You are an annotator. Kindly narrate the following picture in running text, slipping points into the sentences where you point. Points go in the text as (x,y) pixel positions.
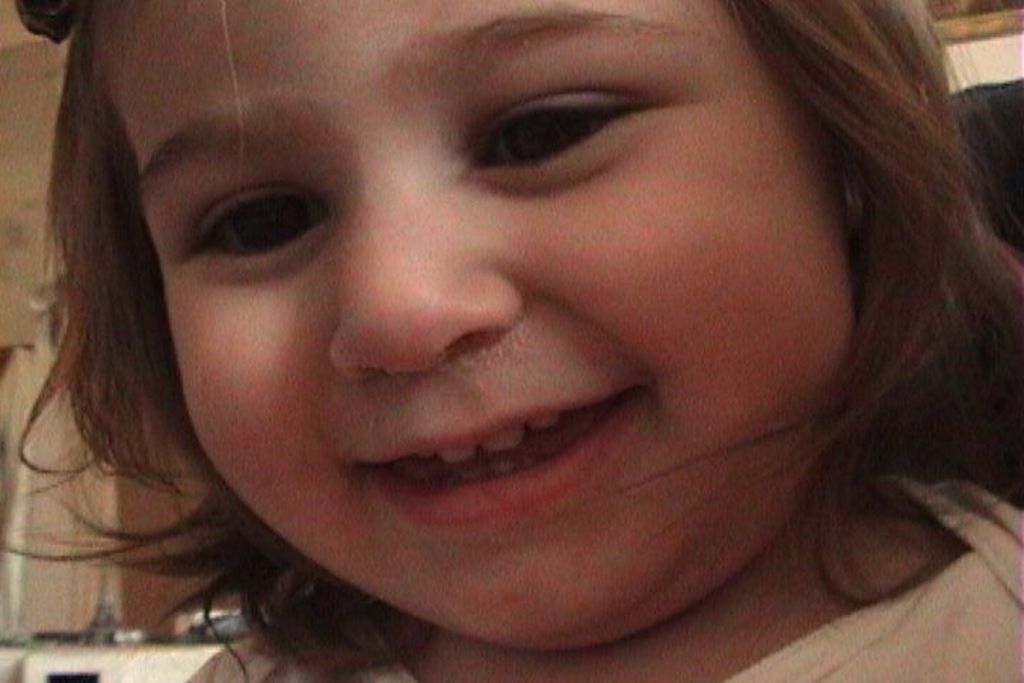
In this picture there is a girl (427,494) who is wearing white dress (945,624), she is smiling. On the bottom left (227,615) we can see some objects (98,618) on the kitchen platform (93,663).
